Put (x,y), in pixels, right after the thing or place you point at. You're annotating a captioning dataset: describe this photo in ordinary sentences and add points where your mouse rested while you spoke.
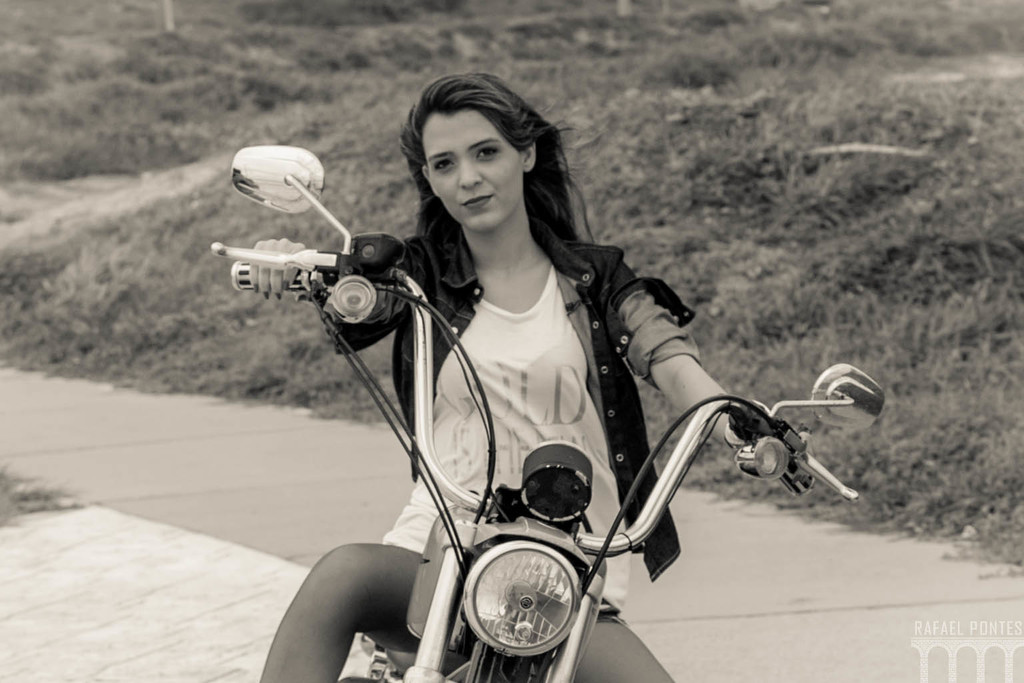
In this picture there is a woman (503,373) sitting on the bike (529,568). On this background (309,91) we can see plants (766,179). There is a road (203,502).
